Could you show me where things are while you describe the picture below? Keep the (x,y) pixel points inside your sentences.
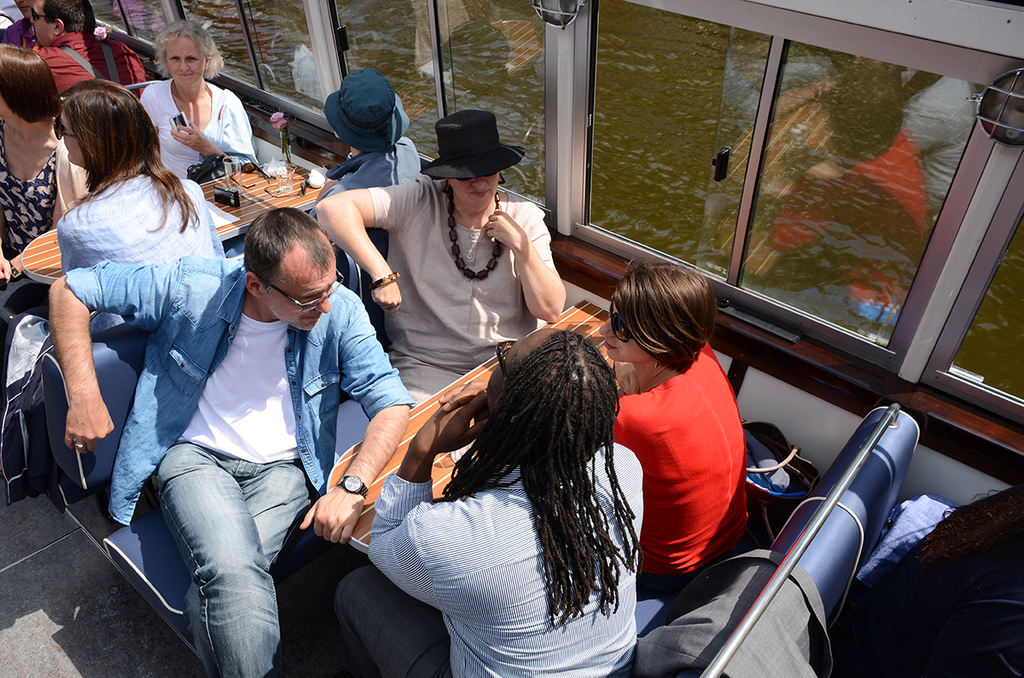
In this image we can see these people (455,216) are sitting on the sofas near the tables (605,319) on which we can see the glass (292,170) and a flower vase (271,120) are kept. Here we can see the glass windows (744,146) through which we can see the water (603,166) and here we can see the lamps (1023,104).
